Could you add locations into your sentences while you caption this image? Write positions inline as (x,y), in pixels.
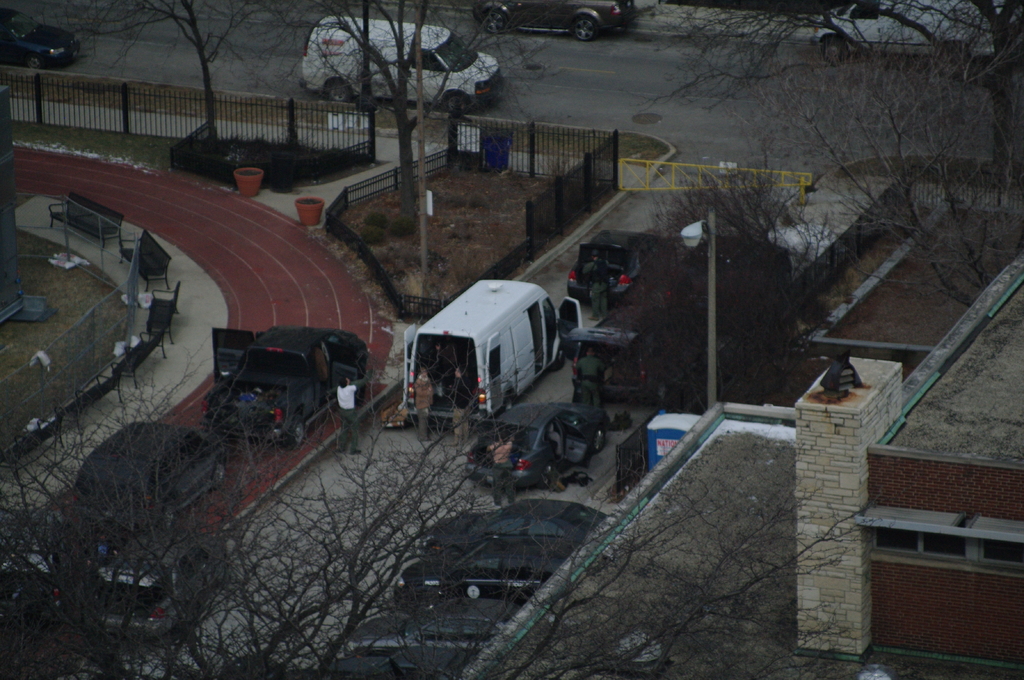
In this picture I can see vehicles (450,374), there are group of people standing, there are benches (169,334), there is grass (29,383), wire fence (108,300), pole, light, there are iron grilles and there are trees (739,249).
